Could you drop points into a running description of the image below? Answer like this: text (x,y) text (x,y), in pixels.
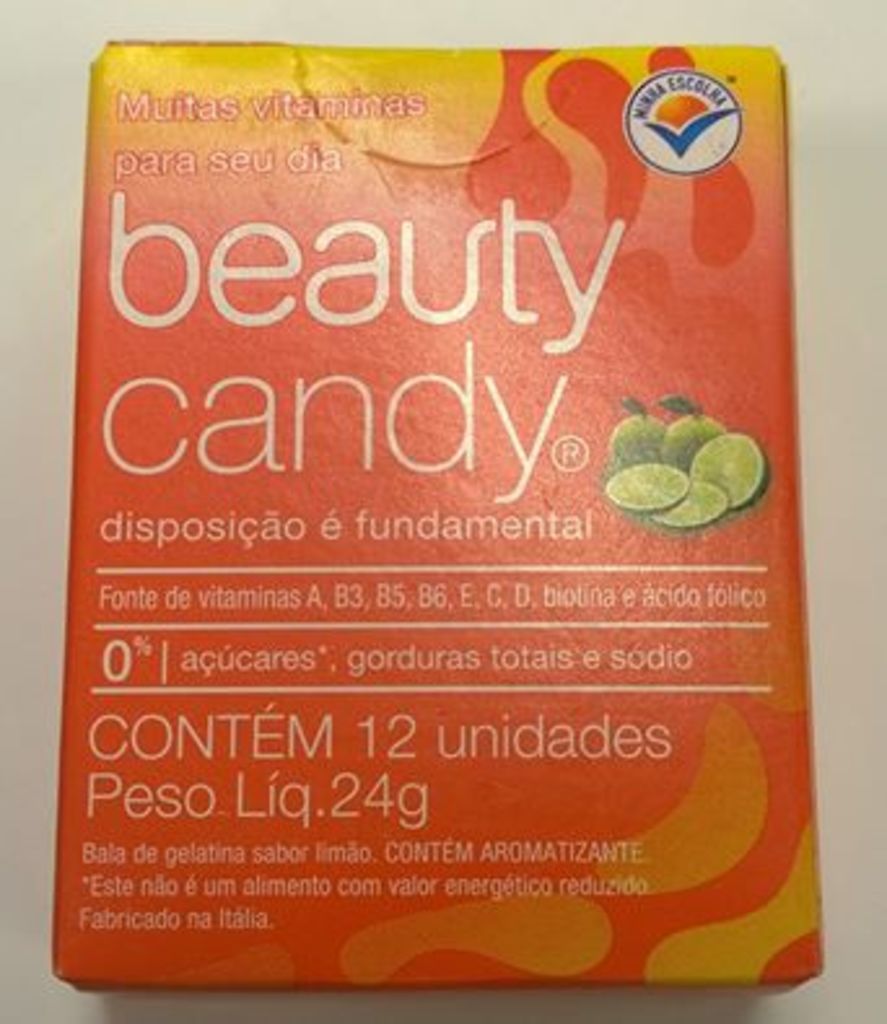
In this image, we can see a box (477,319) with some images (705,456) and text (497,605) is placed on the white colored surface (19,271).
